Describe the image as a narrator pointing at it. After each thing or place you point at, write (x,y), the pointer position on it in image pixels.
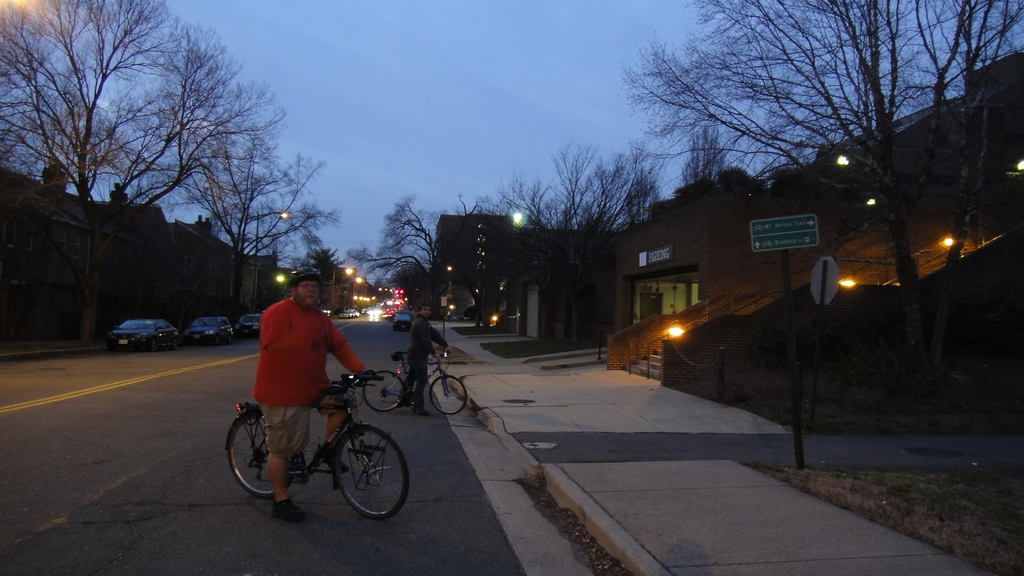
At the top (469,89) we can see a clear blue sky (510,129). These are bare trees (716,175) near to the buildings (728,267) and a wall (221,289). We can see few vehicles (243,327) running on the road (374,331) and few are parked here. We can see two men (273,308) with bicycles (255,416). These are lights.
